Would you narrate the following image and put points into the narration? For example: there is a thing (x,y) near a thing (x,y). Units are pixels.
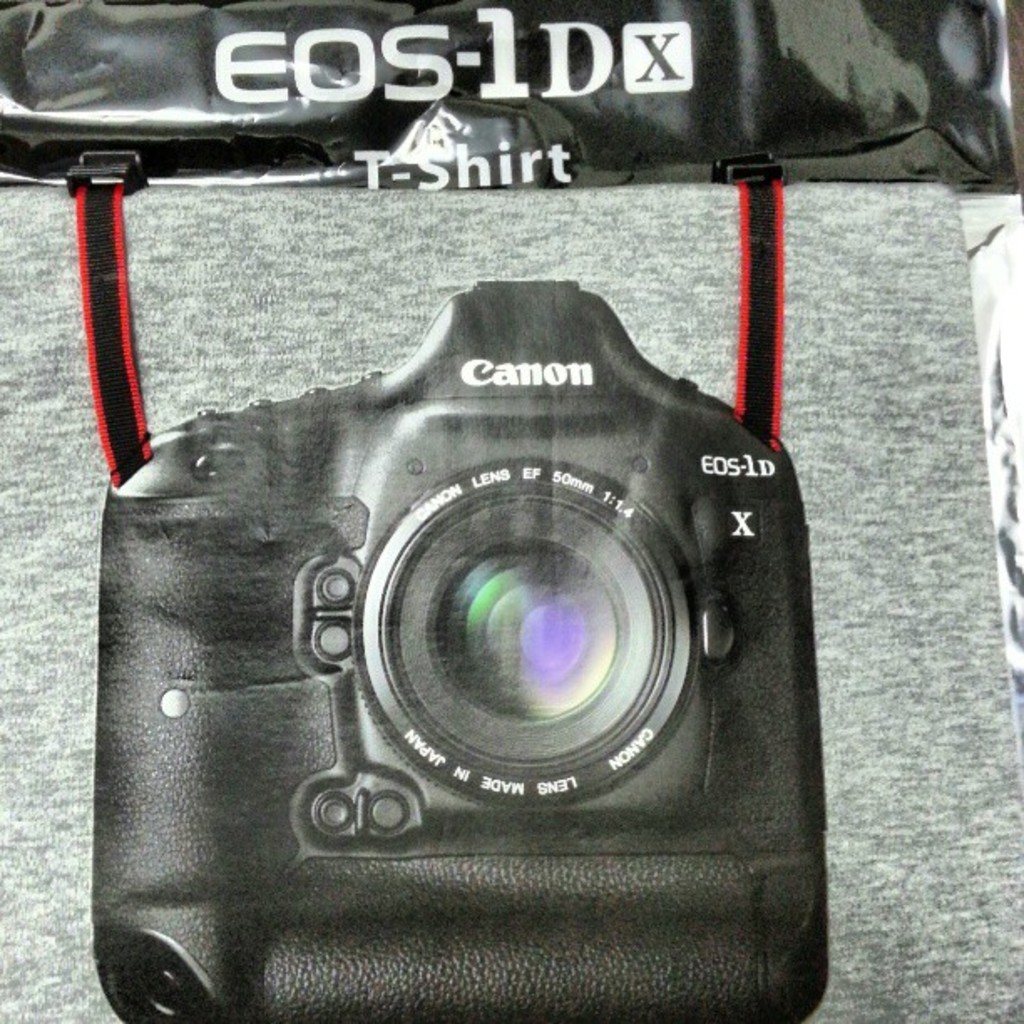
In this image we can see a camera (493,517) and on the top (599,47) we can see some text (502,169).
